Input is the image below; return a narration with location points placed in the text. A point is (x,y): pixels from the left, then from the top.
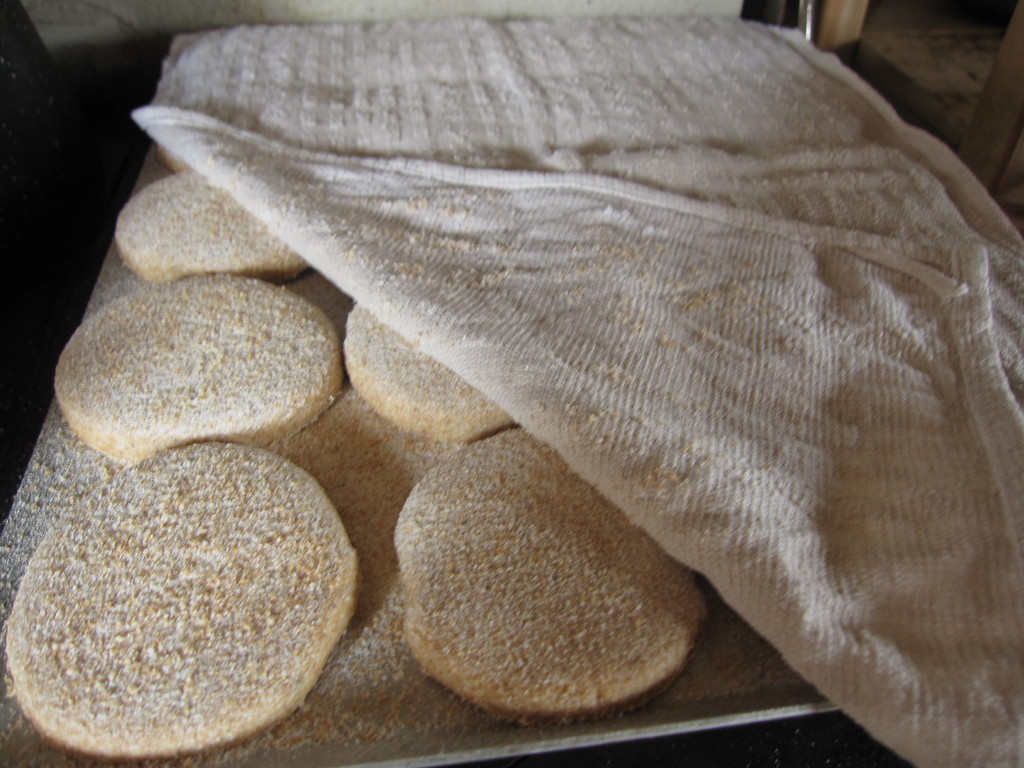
In this picture there are cookies (62,361) on the tray (376,760) and the cookies (500,487) are covered with the white color cloth (614,287).
